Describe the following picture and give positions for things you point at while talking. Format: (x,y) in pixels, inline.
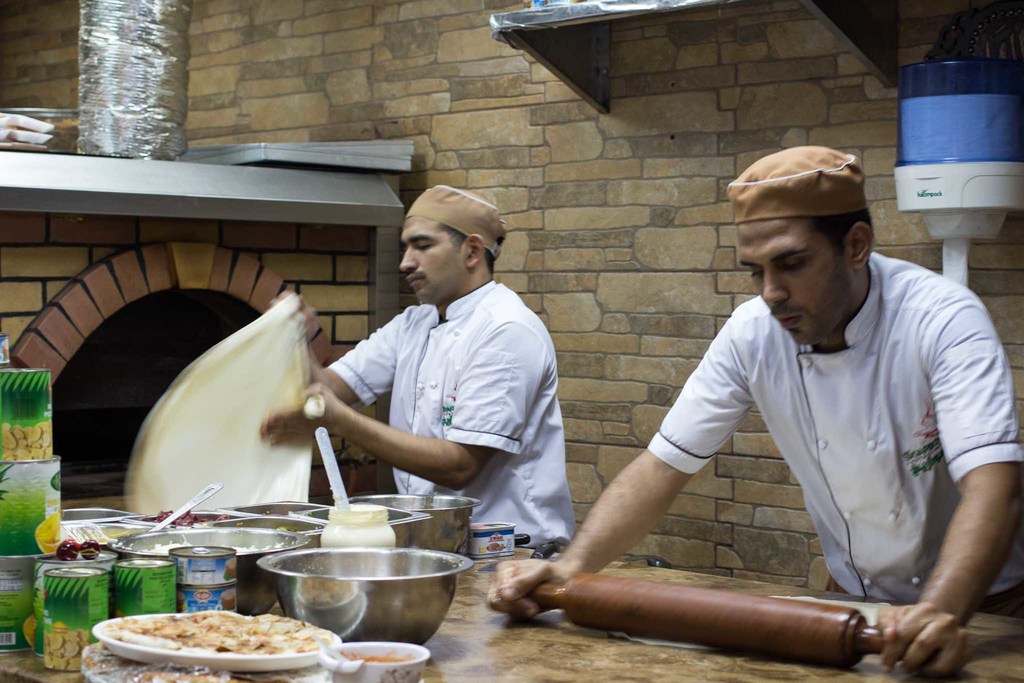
In this image we can see two persons (451,300) wearing the caps (860,185) and standing. We can also see the plate (168,655) of food item (304,635) and a bowl (382,642) and also steel vessels (253,511) and some other objects (164,596) placed on the counter (503,632). In the background (742,276) we can see the water purifier (1009,62), rack (566,34), wall (576,117), fireplace (217,256) and also some other objects (174,126).
